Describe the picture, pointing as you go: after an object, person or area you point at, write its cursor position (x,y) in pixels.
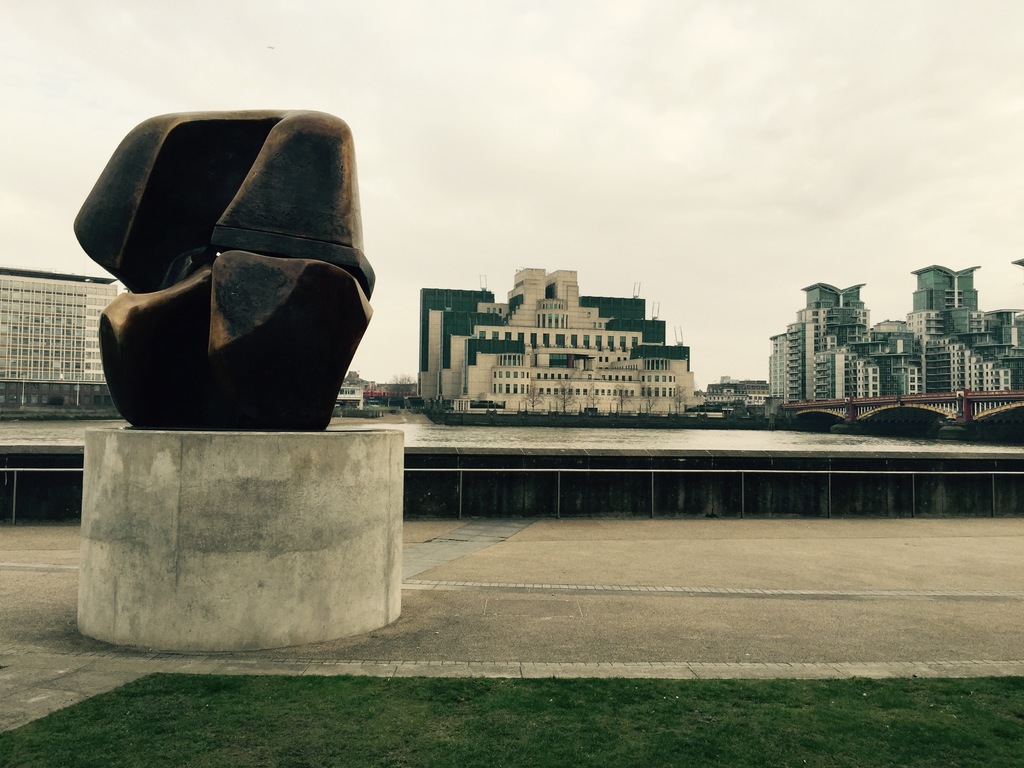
In this image at the bottom (545,722) there is grass (282,722) and walkway (48,549), and on the left side of the image (250,273) there is some object (237,311) and wall (295,587). And in the background (497,431) there is a river (55,440) and buildings (949,384), poles (78,402), bridge (877,413), trees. At the top (932,203) there is sky (478,127).
